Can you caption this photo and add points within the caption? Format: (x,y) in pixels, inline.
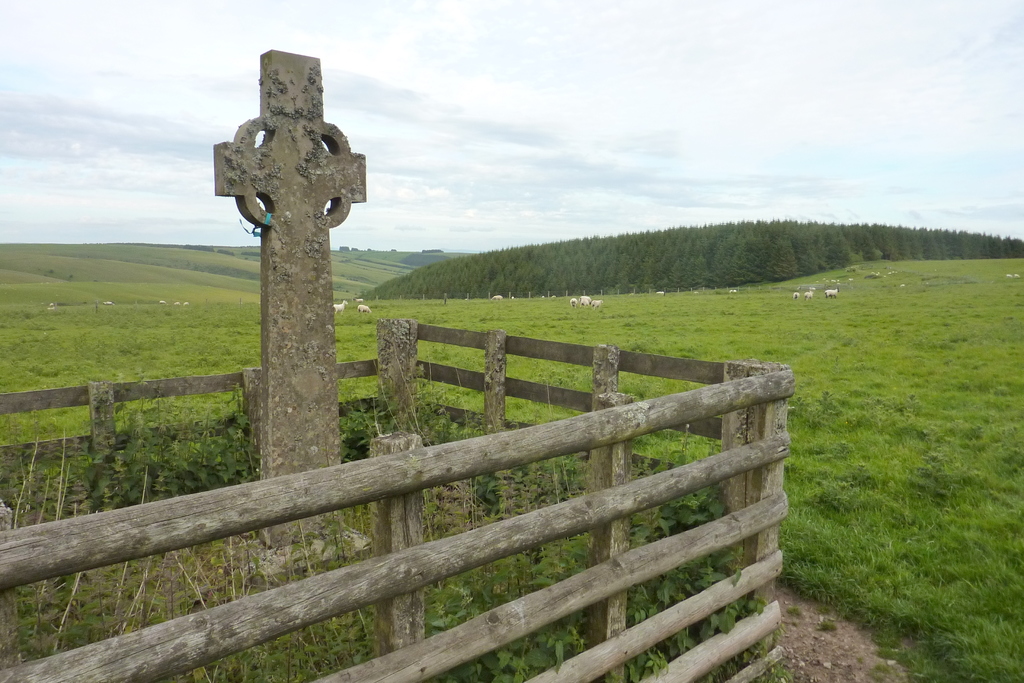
This picture describe about the wooden fencing (625,560) and a cross mark (277,400) in the middle of the fencing area (272,486). Behind we can see grass field (872,355) with white color sheep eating grass (791,297). In the background (578,273) there are many huge trees (659,273).
